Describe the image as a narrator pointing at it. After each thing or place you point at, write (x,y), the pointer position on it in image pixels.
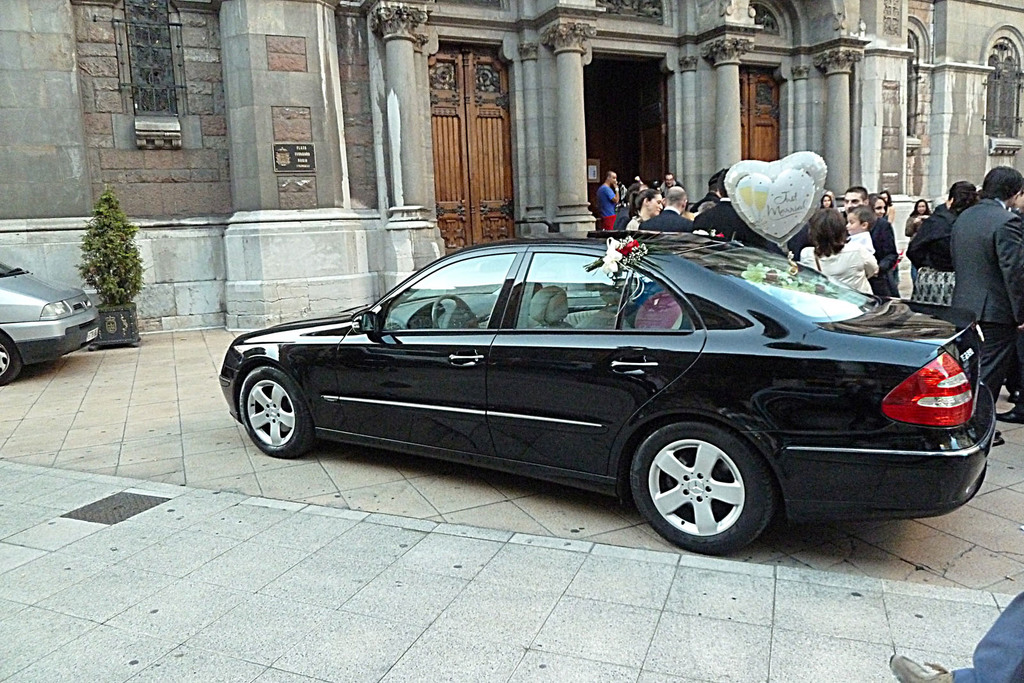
In this picture I can see vehicles (708,337), balloon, group of people (847,258) standing, a plant (109,208), and there is a building (369,193).
